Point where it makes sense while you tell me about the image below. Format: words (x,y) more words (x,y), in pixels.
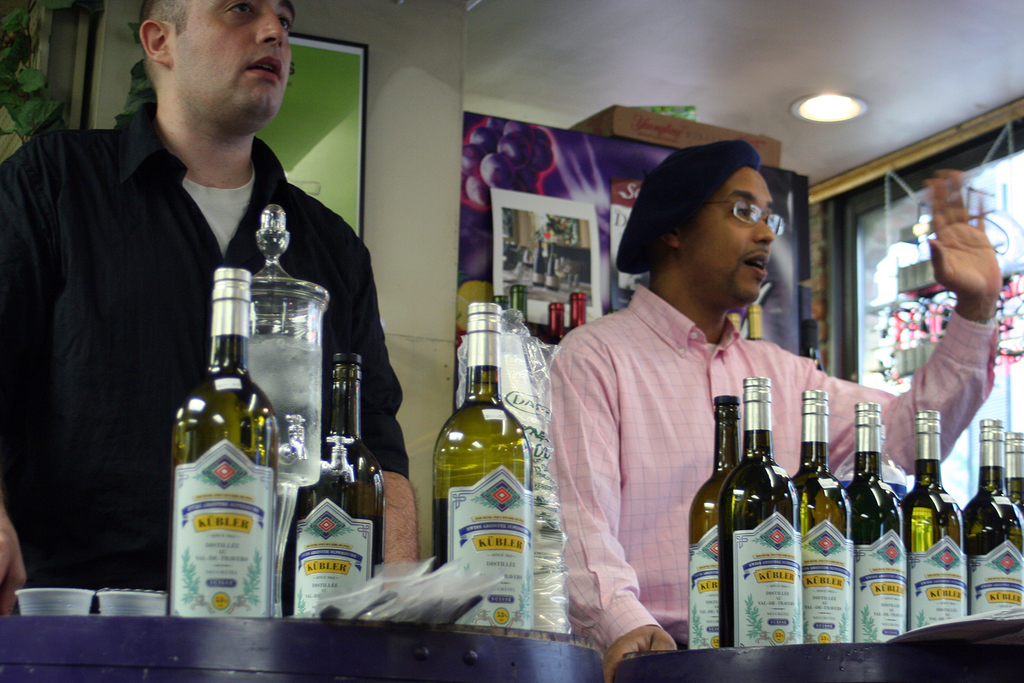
In this image i can see two man (272,199) standing there are few bottles (204,582) on a table (418,637) at the back ground (569,259) i can see a frame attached to a wall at the top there is a light (856,113).
